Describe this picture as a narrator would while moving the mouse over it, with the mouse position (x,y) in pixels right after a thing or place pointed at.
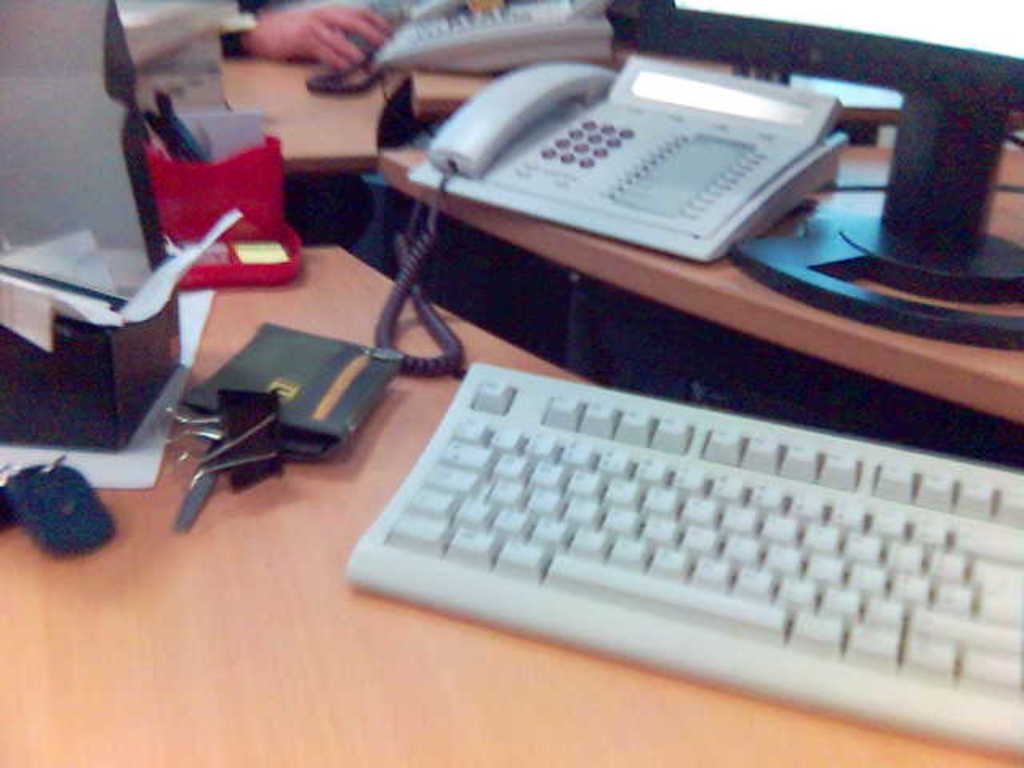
In this image i can see a key board (596,491), purse (310,401), few papers (156,432), a telephone (614,232), pens (187,133) a human hand (277,19) a desk top (683,44) on a table (329,634).
